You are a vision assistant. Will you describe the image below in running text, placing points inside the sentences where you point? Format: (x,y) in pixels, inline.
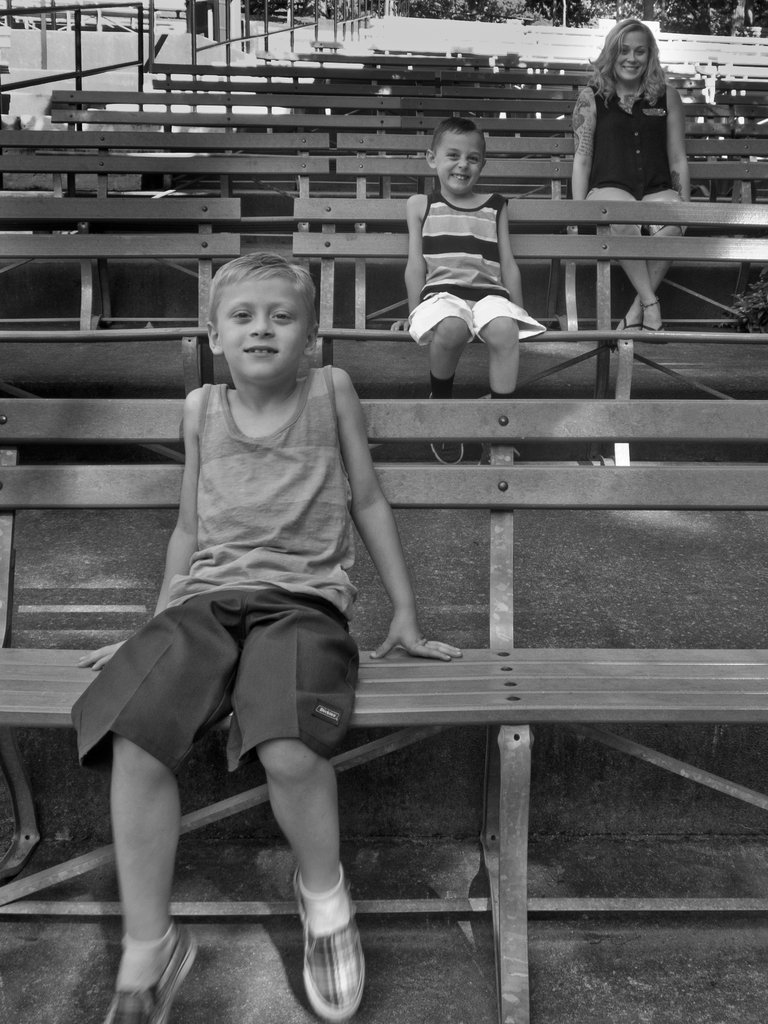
In this image we can see benches (350,103) placed in a row and persons (340,390) sitting on them. In the background (380,1) we can see trees (570,10) and iron grill (246,3).
